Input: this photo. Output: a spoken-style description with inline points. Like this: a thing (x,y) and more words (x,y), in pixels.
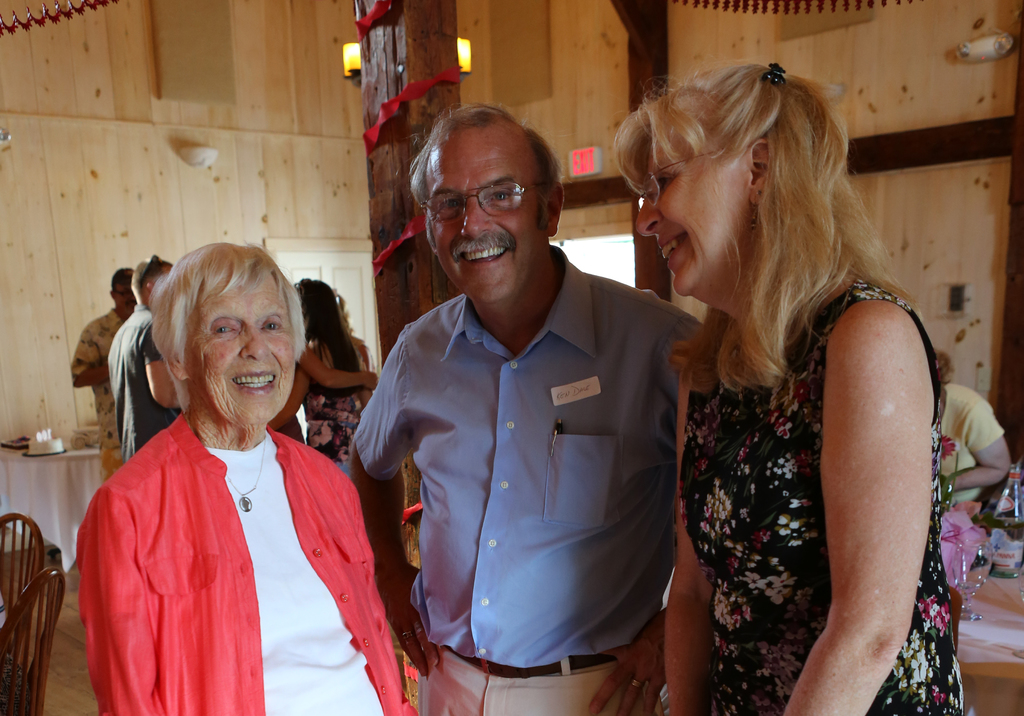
In the center of the image (612,465) we can see persons (148,505) standing on the floor (58,640). In the background (20,483) we can see persons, table (60,490), chairs (14,619), cake (30,446), poles (646,46) and wall (707,44).
